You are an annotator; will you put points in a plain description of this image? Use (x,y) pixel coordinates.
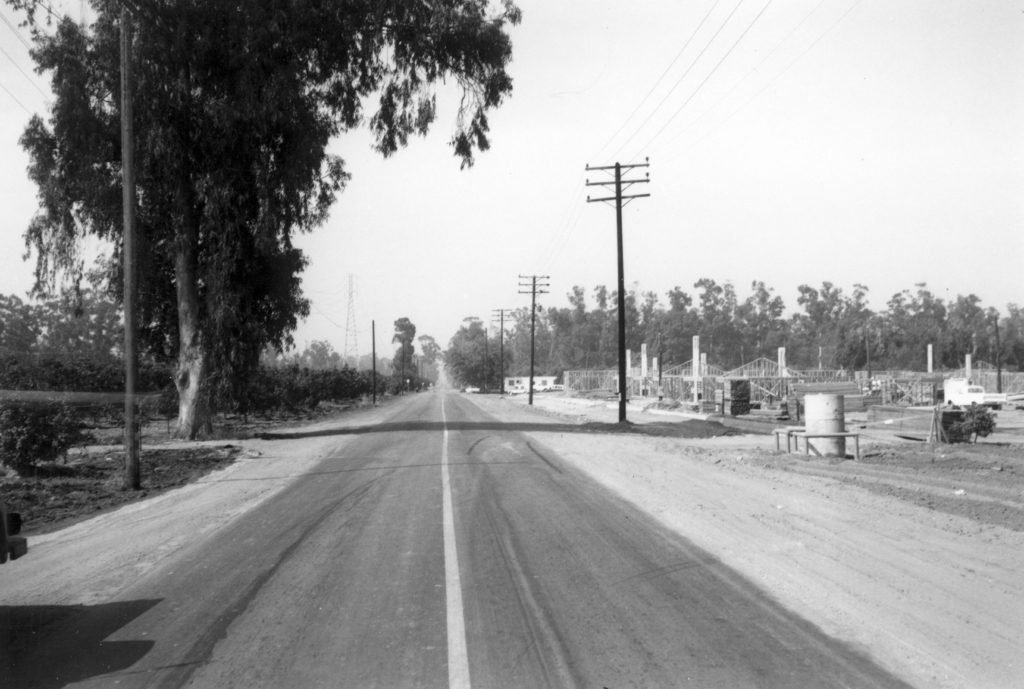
This picture shows trees (476,320), poles (374,355) and electrical poles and we see a road (238,688) and plants (26,447) on the ground (855,463) and a cloudy sky (57,0).
